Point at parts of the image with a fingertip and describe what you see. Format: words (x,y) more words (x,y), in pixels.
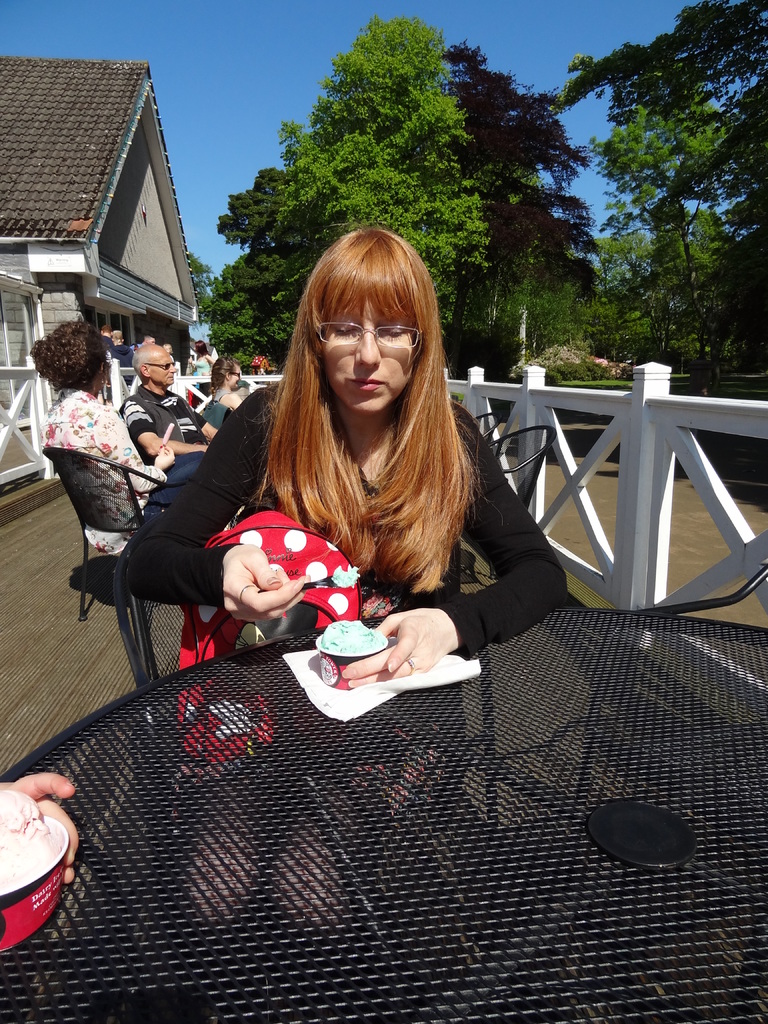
At the bottom of the image (369,799) there is a table (258,782). There is a lady (314,345) sitting on the chair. In the background of the image (189,464) there are people (165,410) sitting on chairs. There is a house (149,308). There are trees (360,190). To the right side of the image (627,410) there is a fencing (571,393). At the top of the image (249,20) there is sky (234,38).
